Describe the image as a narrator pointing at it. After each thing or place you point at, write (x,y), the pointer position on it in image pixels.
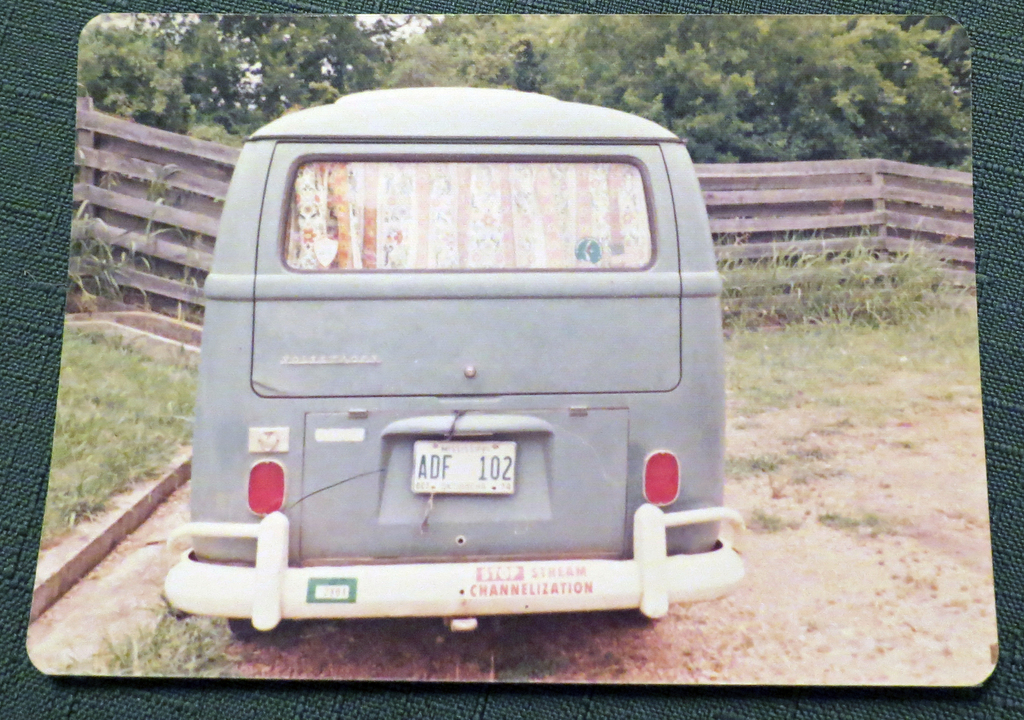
In this image we can see a photo (465,233) placed on the surface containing the picture of a van (225,543) placed on the ground (439,663), a wooden fence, some grass (145,465) and a group of trees (812,78).
